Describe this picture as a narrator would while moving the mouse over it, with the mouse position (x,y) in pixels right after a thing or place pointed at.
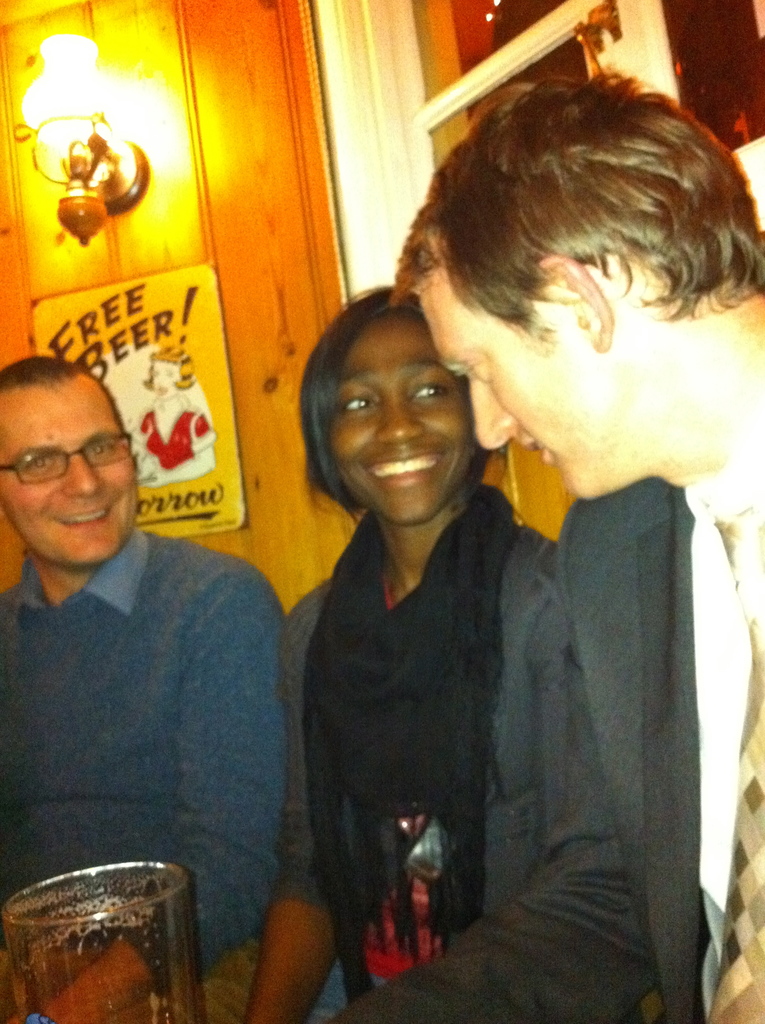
In the image there is a woman (422,568) sitting in between two men (656,549) with a beer glass (61,966) in front of them and behind there is lamp (89,150) with a window (628,25) on it.
